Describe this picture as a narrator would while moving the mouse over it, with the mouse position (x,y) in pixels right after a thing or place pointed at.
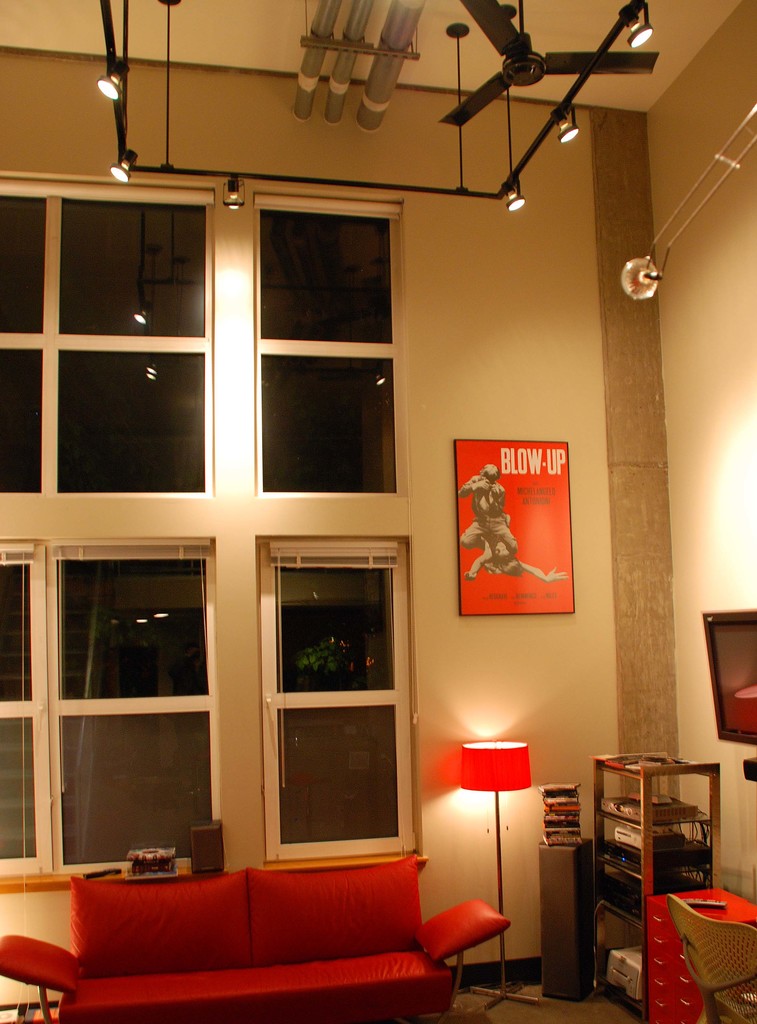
This picture we see a room (152,811) a sofa set (54,955) and a lamp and we see a poster (567,611) on the wall (562,624).
